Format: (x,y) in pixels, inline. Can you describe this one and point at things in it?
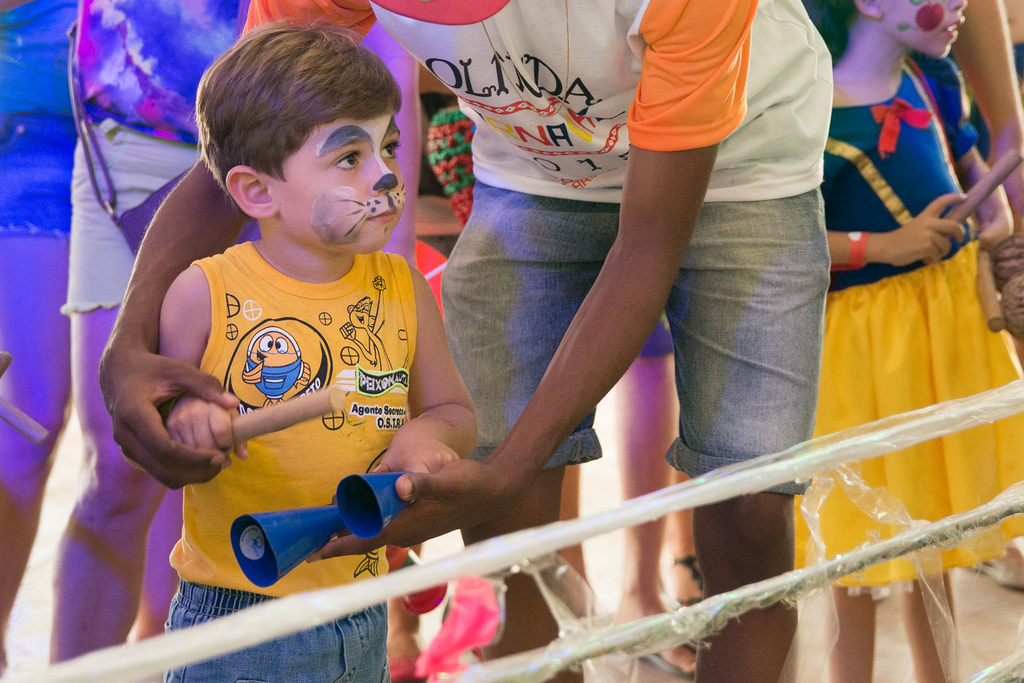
In this image we can see many persons (718,221) standing on the ground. At the bottom of the image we can see ropes (965,414).
